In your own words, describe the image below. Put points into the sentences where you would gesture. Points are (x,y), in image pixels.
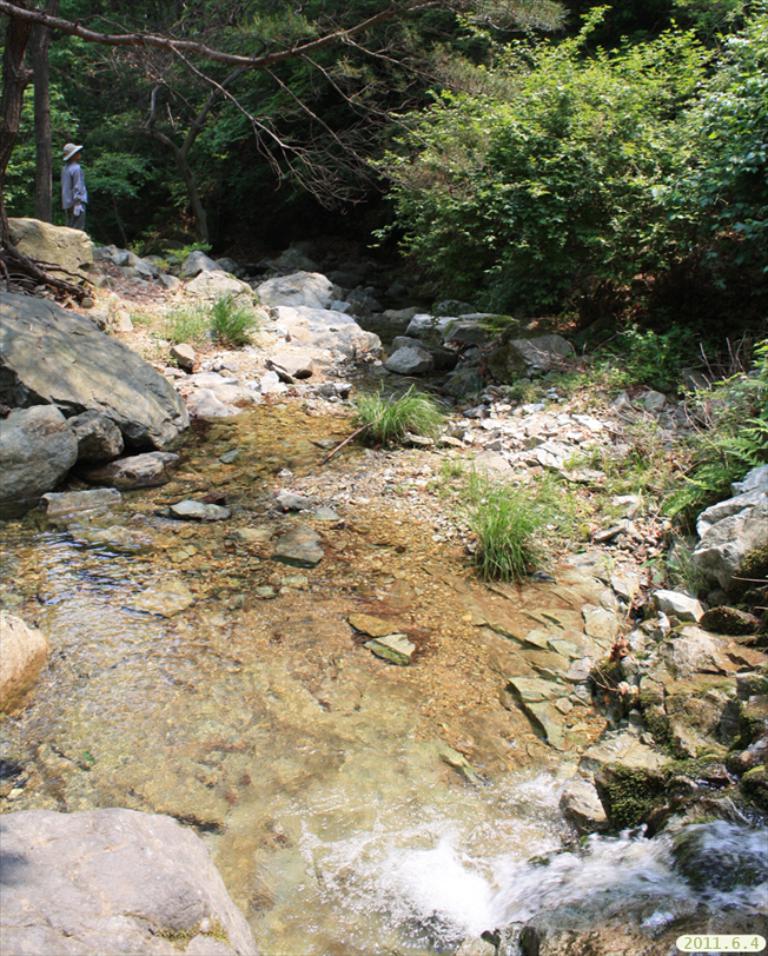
In this picture we can see plants (699,481), stones (75,261), water (211,687) and a person (73,184) wore a hat (70,149) and standing and in the background (73,94) we can see trees (295,144).
